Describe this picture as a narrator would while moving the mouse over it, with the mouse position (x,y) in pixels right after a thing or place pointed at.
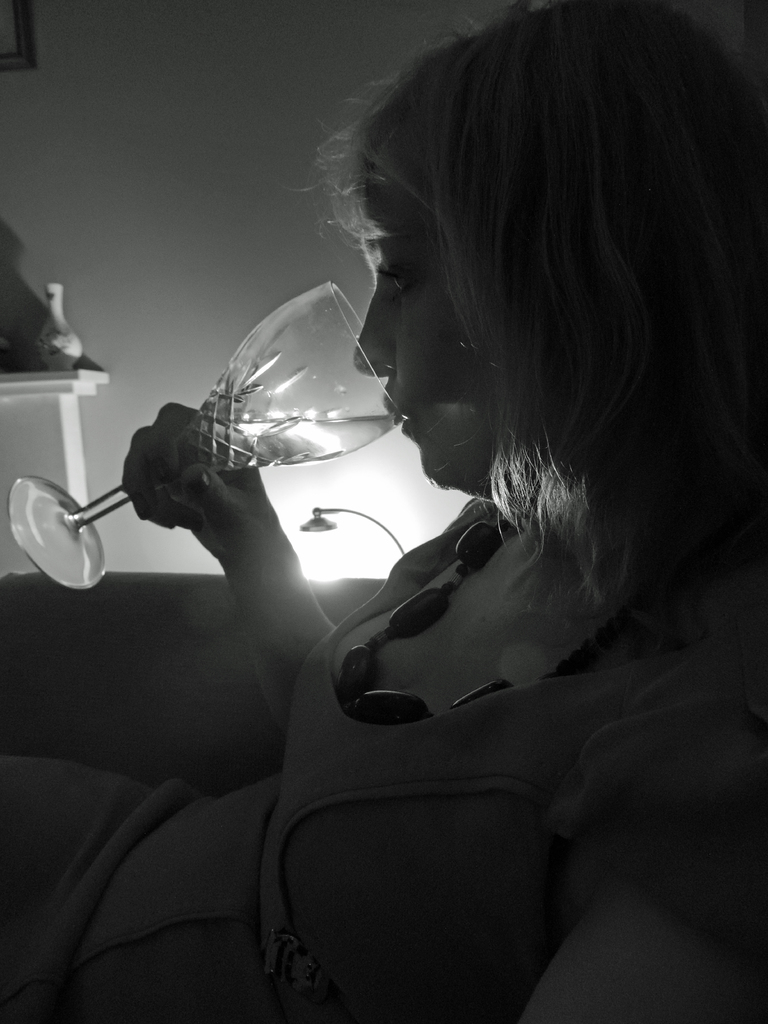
It is the black and white image in which there is a woman (373,707) sitting in the sofa (1,731) and drinking the water (252,449) with the glass (257,344). In the background (179,180) there is a wall (164,174). Below the wall (177,178) there is a lamp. On the left side (52,395) there is a table (17,383) on which there is a flower vase (50,317). At the top (25,23) there is a frame (15,41) attached to the wall (83,37).
